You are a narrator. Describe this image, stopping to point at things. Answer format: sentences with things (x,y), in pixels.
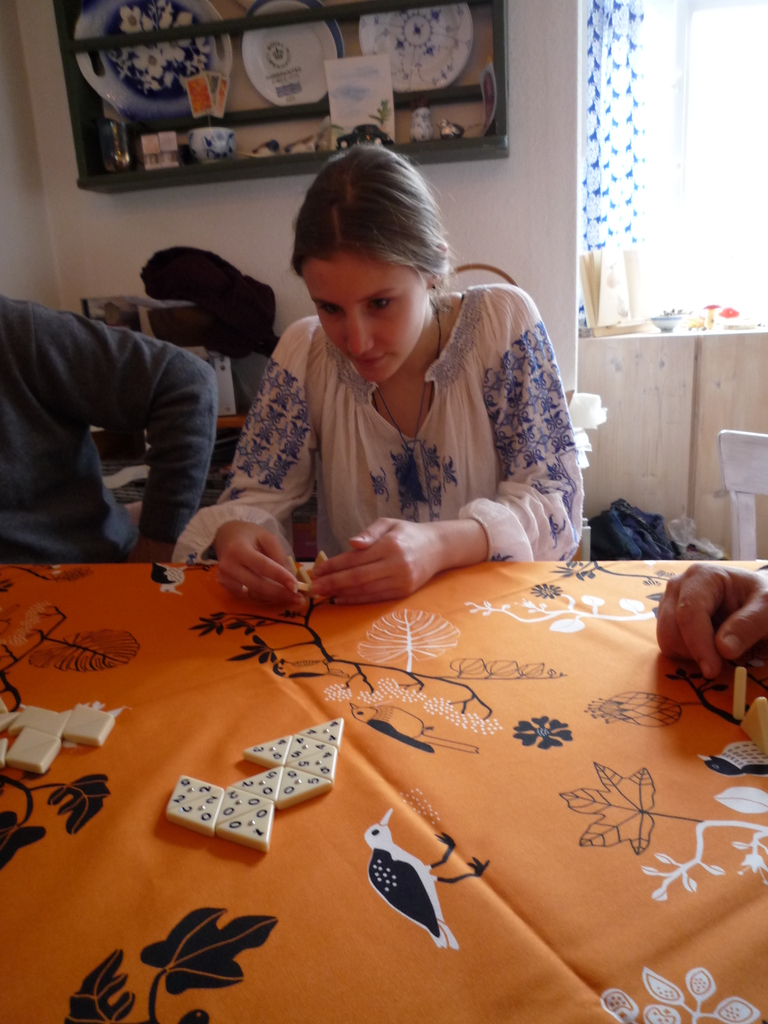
This picture shows three people (380,257) seated on the chairs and we see a woman (340,529) playing a game (36,724) and we see a shelf (475,13) on her back.
